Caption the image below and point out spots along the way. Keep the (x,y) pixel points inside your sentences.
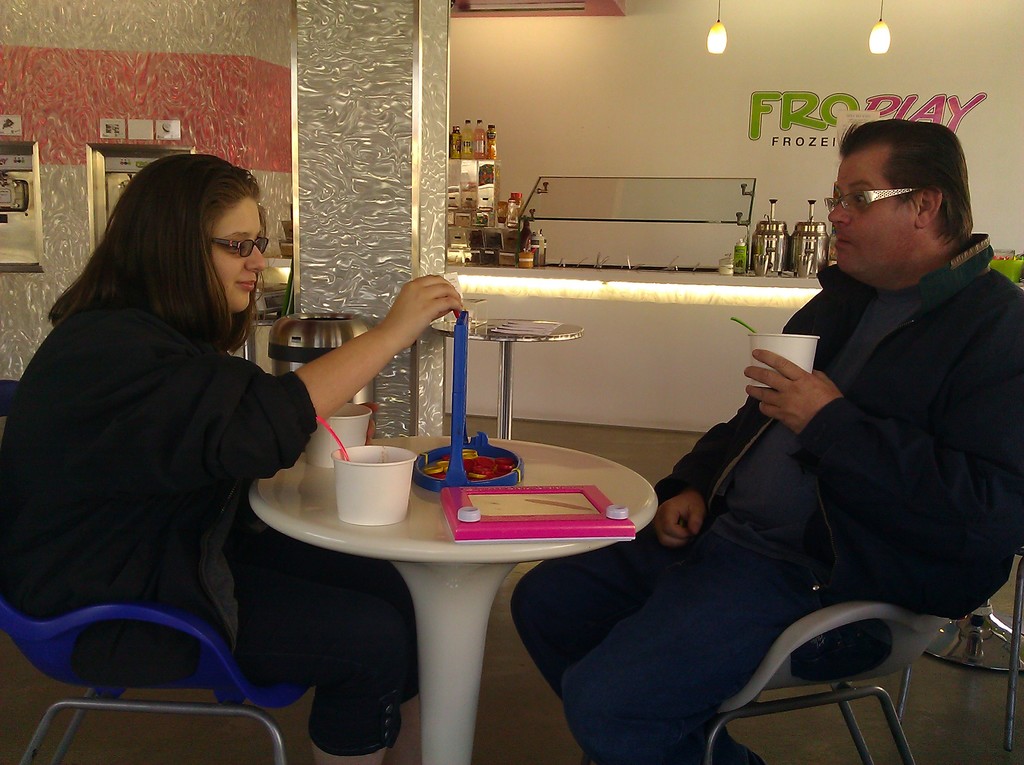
There are two people (690,480) sitting in the chair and there is a table (438,511) in front of them and the table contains a blue toy (460,410) and the background (192,101) is white and pink in color.
